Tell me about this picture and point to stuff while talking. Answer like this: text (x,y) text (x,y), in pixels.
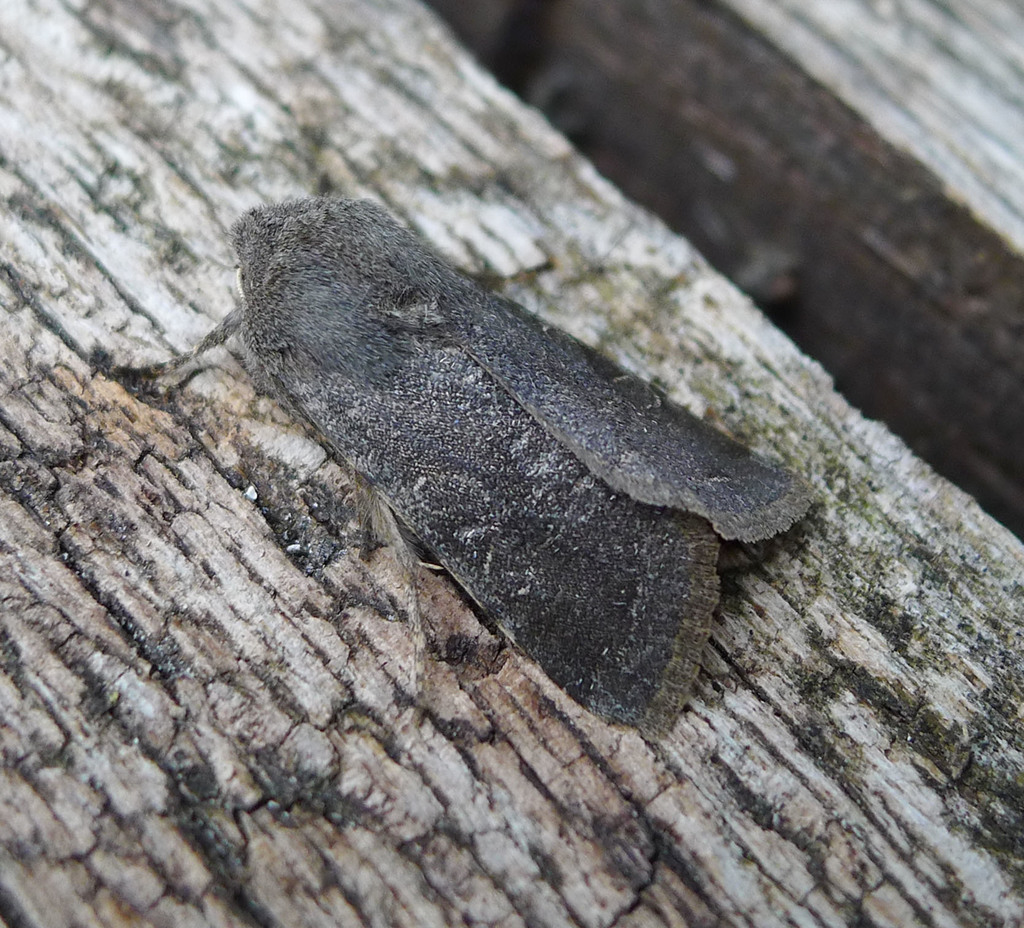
In this image, we can see an insect (508,482) on the wooden surface (90,626).
